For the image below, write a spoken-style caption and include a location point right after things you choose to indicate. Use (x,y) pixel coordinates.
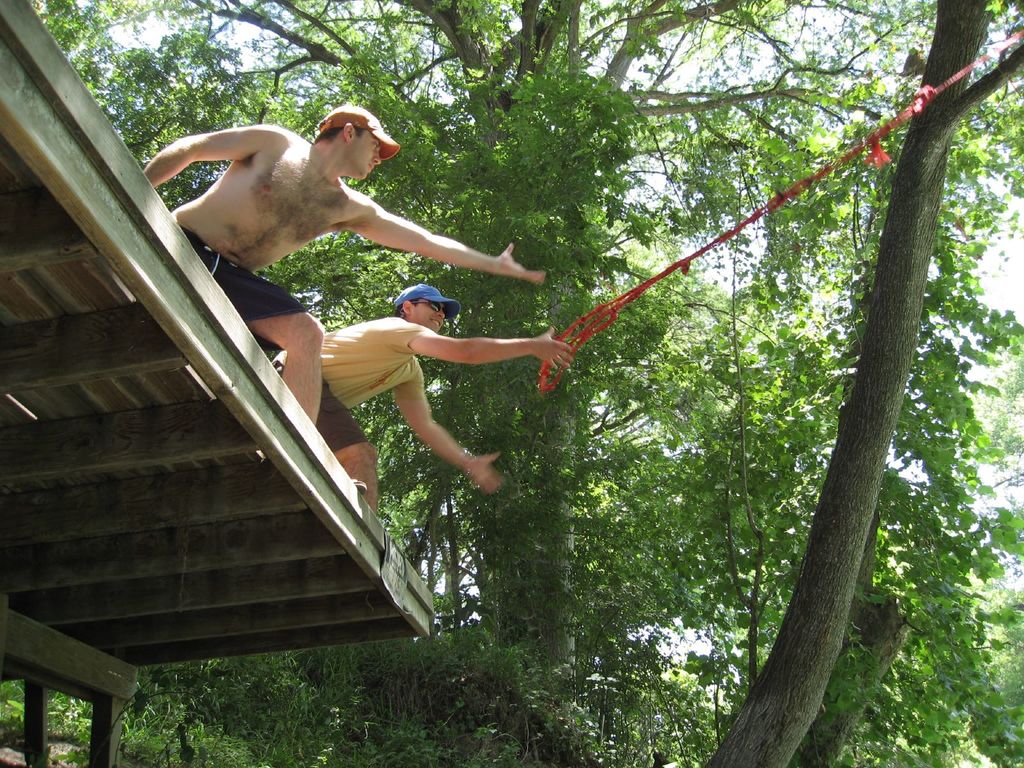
On the left side of this image (325,354) I can see two men (313,346) are standing on the shed (140,256) and looking at the right side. One person (368,375) is holding a red color rope (825,173) which is attached to a tree trunk (896,273). In the background (679,517) there are many trees (586,443).
